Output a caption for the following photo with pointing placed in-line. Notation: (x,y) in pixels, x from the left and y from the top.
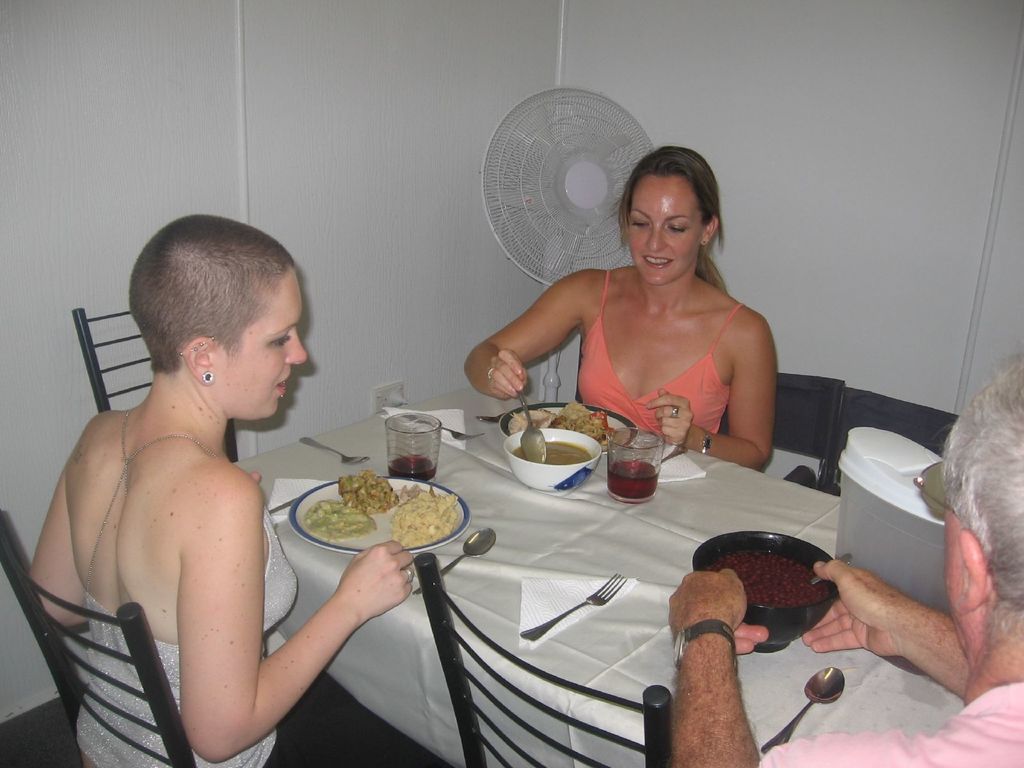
This picture is clicked inside the room (644,287). On the right (972,672) there is a person (926,747) seems to be sitting and holding a bowl (790,575) of food (795,600) and we can see a chair (457,692) and a table (713,494) on the top of which glasses (628,482) of drinks (643,485), bowl (567,468) of food (559,447) and platters (550,423) containing food items (441,527) and spoons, forks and some other items (869,481) are placed and we can see the two women (614,352) sitting on the chairs (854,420). In the background (873,294) we can see the wall (587,87) and a table fan (577,208) and the chairs (18,568).
